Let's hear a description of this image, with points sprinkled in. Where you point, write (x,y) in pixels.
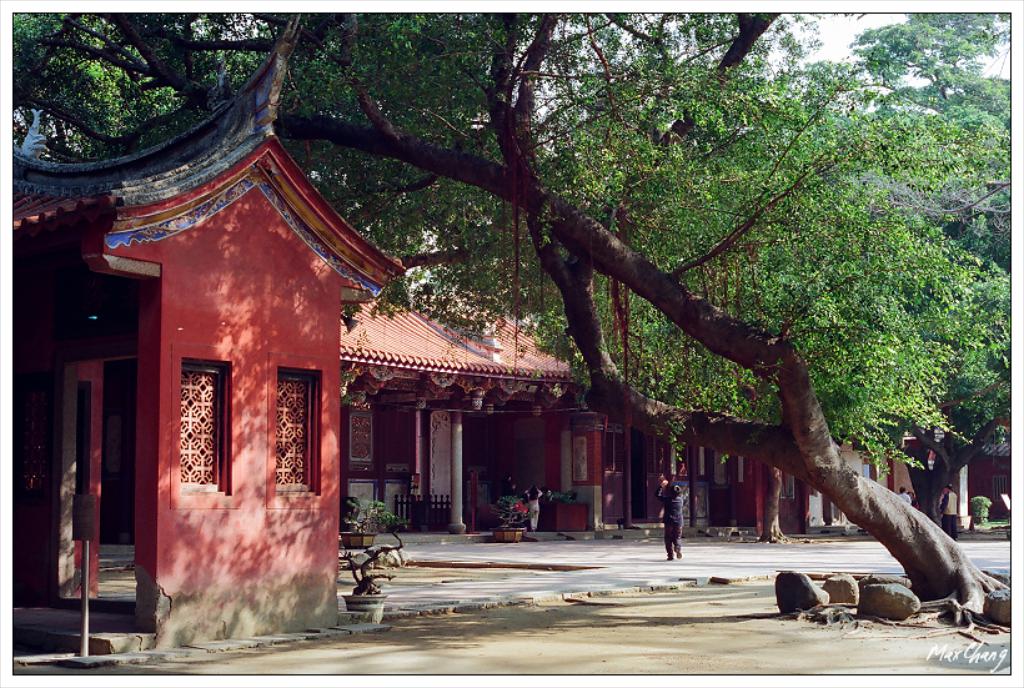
On the left corner of the picture (233,497), we see the red color building (177,429). Beside that, we see a building (381,432) with red color roof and we even see flower pots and iron railing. The boy (675,496) in the black shirt (662,496) is walking on the road (670,567). We even see two people (948,526) walking. There are many trees (786,378) and buildings (755,481) in the background (925,385). At the bottom of the picture (392,565), we see a flower pot (358,598) and rocks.
